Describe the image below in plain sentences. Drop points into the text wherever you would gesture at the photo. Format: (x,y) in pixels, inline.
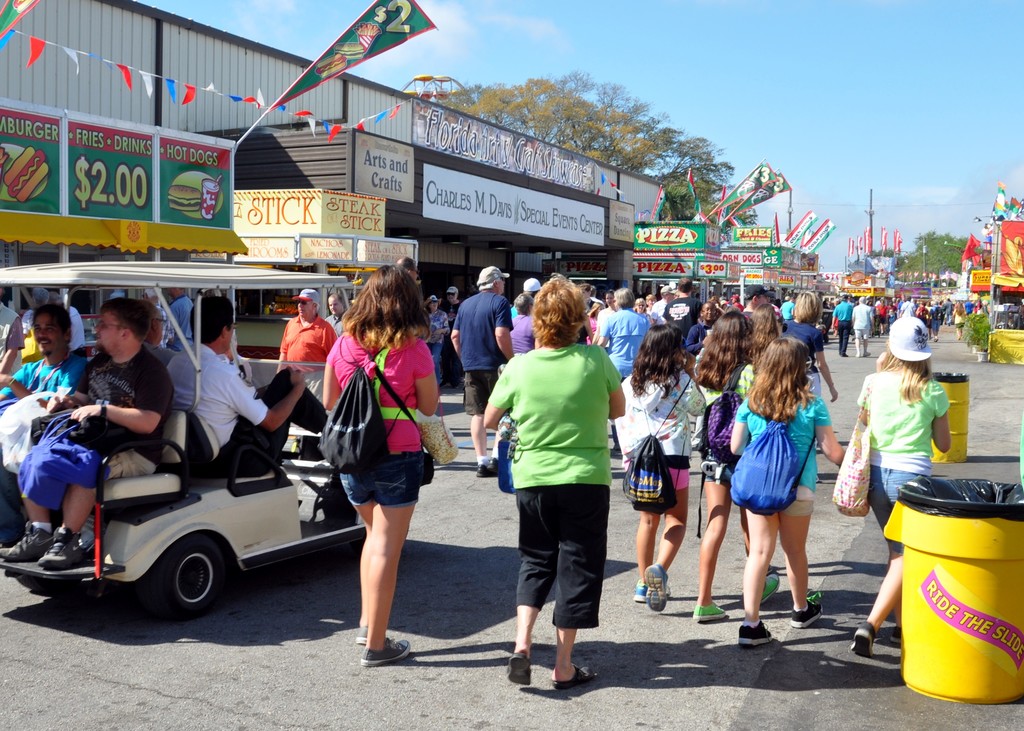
In this image there is road (133,633). There are vehicles (196,556). There are stalls (702,276) on the both sides. There are trees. There is sky (899,213).
